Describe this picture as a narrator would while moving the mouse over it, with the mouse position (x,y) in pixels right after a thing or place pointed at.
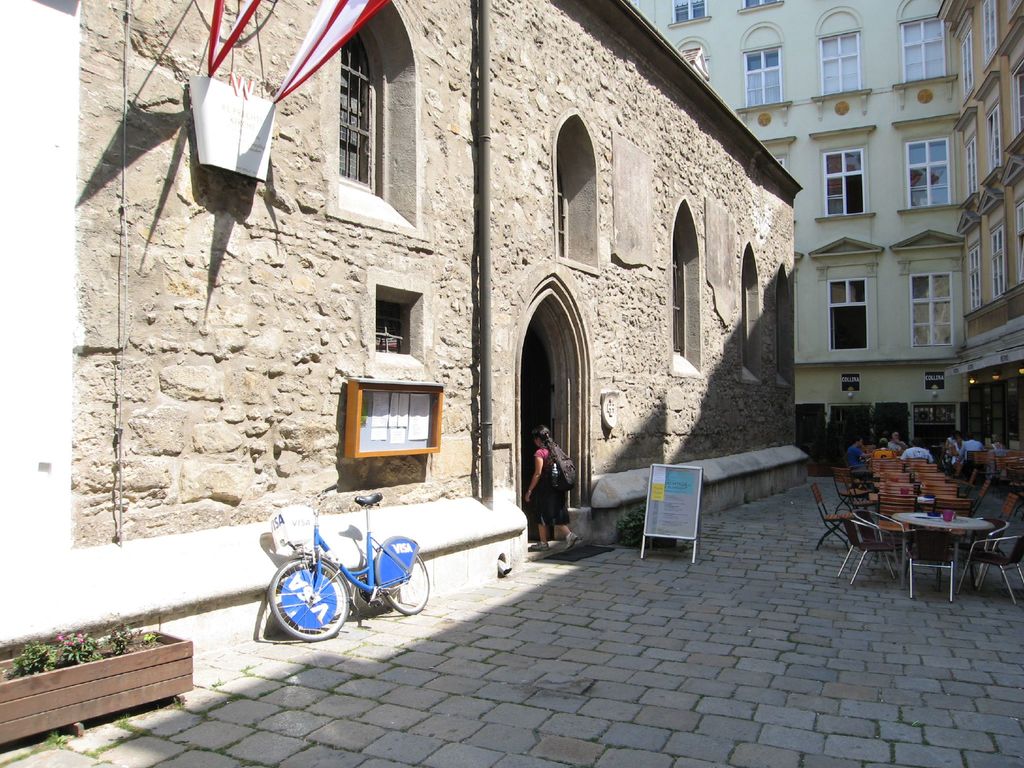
In this image we can see some buildings (598,351) with windows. We can also see a board (219,138) on a wall (299,189) with the ribbons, a box (380,409) with some papers (384,427) inside it, a bicycle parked aside, a board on the ground (839,601) and some plants (66,646) in a container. We can also see a group of tables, chairs (904,460) and some people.
